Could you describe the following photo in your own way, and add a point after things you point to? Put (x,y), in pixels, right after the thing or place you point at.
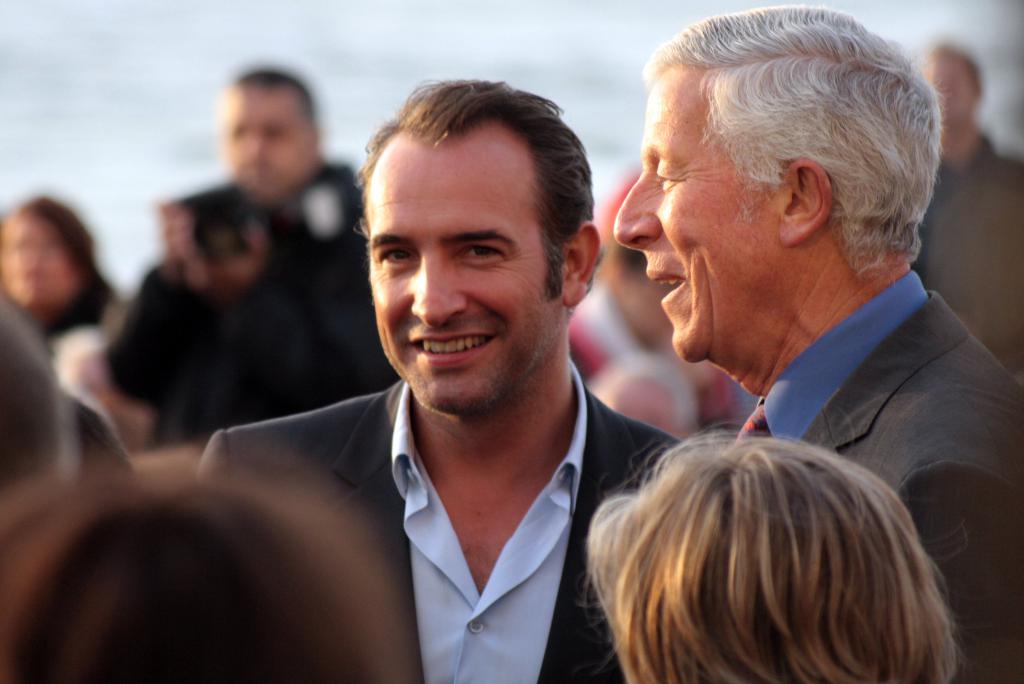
In the picture we can see some people (151,367) are standing and two people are smiling, they are in blazers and shirts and behind we can see a man (172,207) standing and holding a camera (244,230).
